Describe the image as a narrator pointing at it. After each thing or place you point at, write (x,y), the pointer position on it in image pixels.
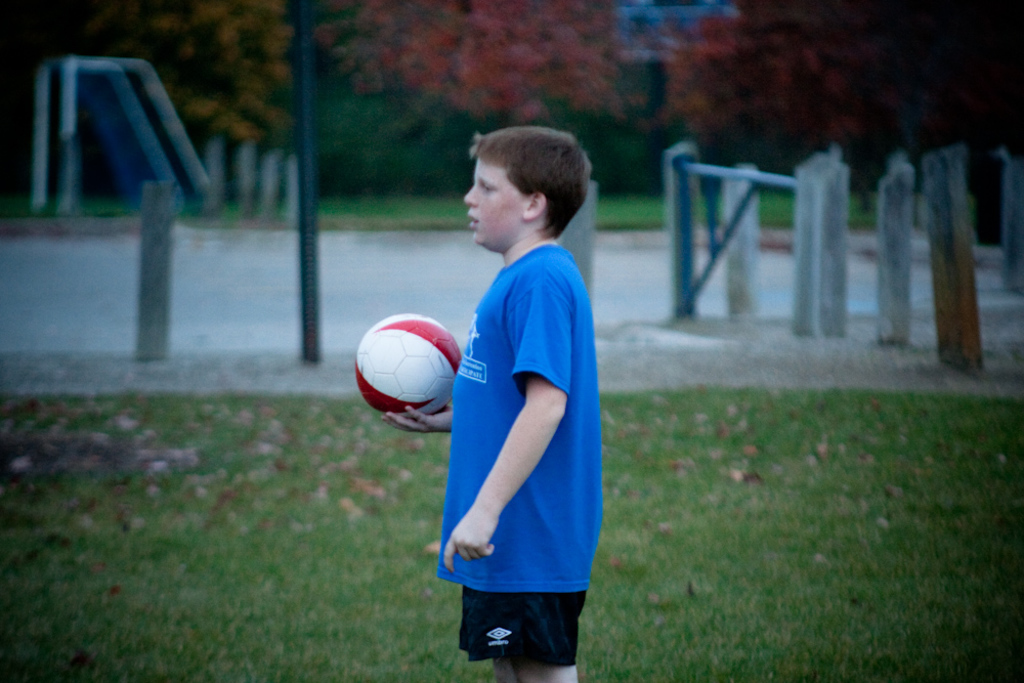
In this image I can see a boy (486,179) is standing in the front (558,294) and I can see he is wearing blue colour t shirt (565,292) and black shorts (571,611). I can also see he is holding a white colour football (363,346). In the background (465,204) I can see a road (381,291), few poles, grass (862,402), number of trees (509,70) and I can see this image is little bit blurry in the background (456,245).
